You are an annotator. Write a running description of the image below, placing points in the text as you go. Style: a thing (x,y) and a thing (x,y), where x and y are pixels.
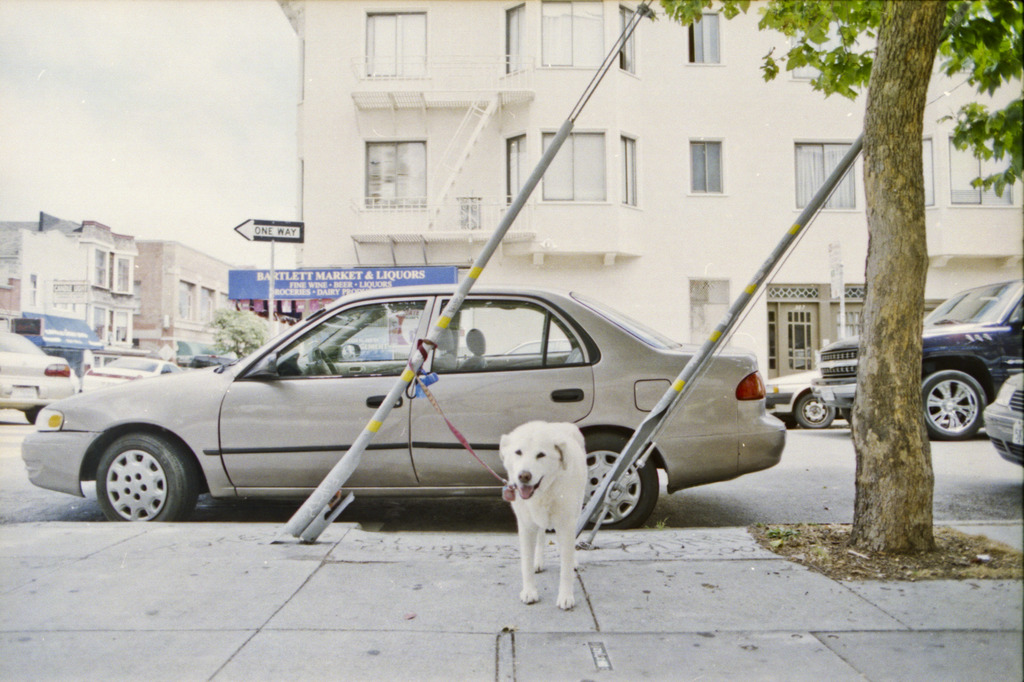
In this image I can see a white colour dog (512,432) is standing in the front (511,480). I can also see two pipes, a tree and a red colour leash (492,474). Behind the dog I can see number of vehicles (196,424), few buildings (3,251), a pole (272,303), a board (259,275), one more tree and on the board (290,228) I can see something is written. On the top left side of this image (191,91) I can see the sky (264,150).
